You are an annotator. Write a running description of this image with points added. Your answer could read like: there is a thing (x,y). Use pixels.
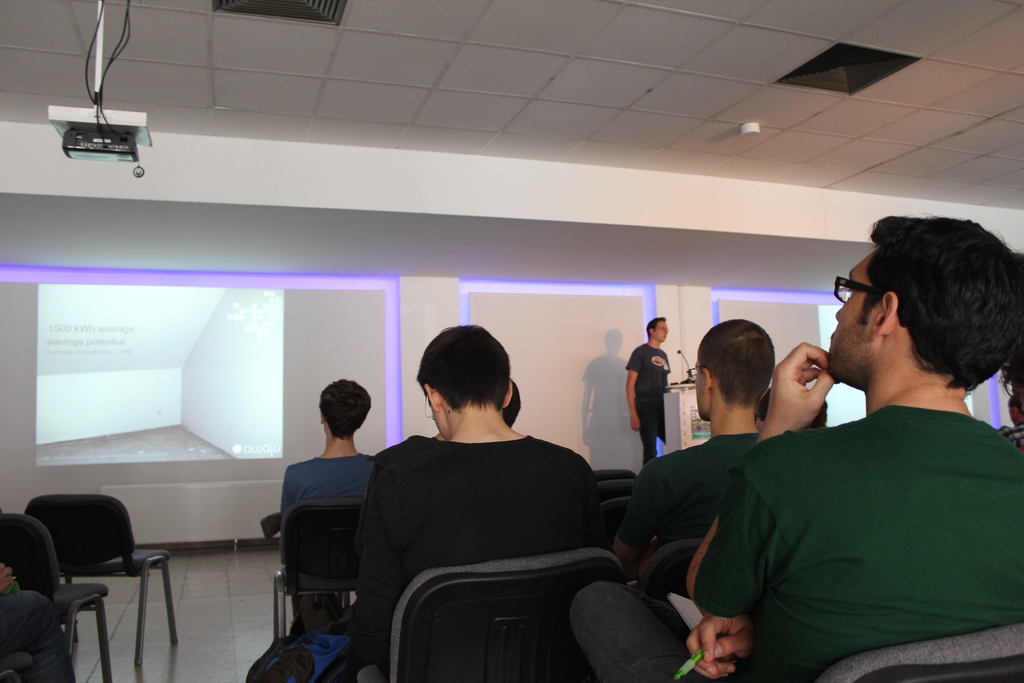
There are few people (675,456) sitting on the chair (1015,630) and looking at the screen (239,394). Here a person (662,390) standing at the podium (666,402) is explaining them by talking on microphone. On the left (101,107) there is a projector (80,140) hanging from the roof (89,102).
